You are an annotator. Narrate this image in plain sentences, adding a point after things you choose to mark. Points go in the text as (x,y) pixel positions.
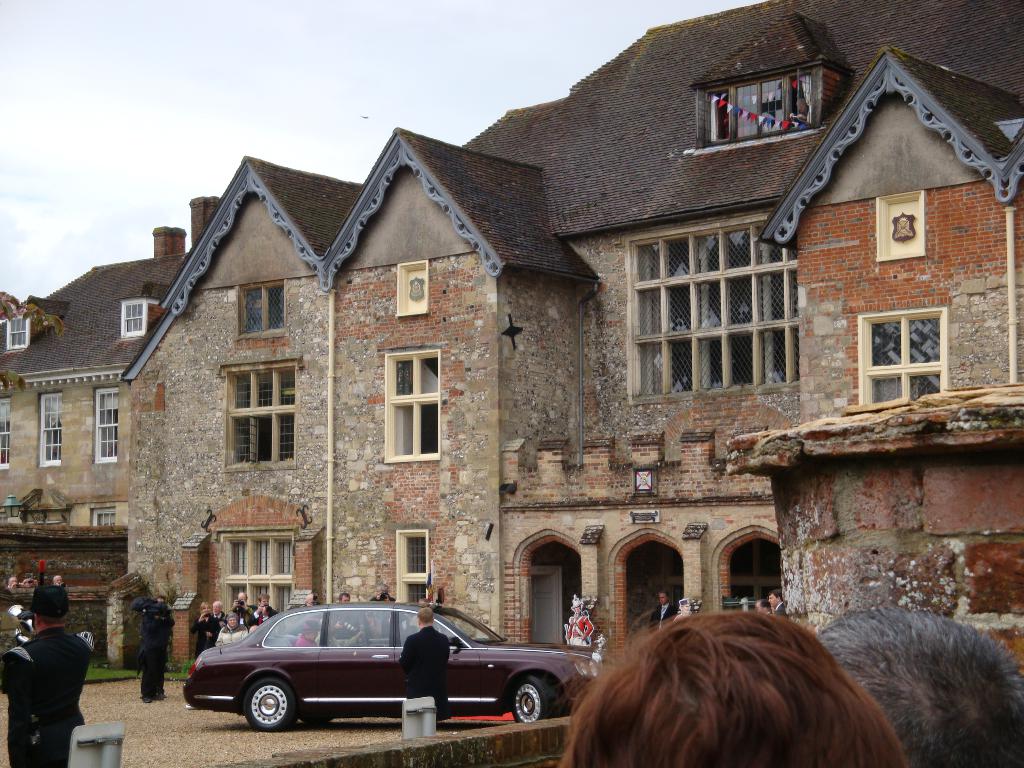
In this image we can see few buildings (323,591) with doors (772,561) and windows (672,247) and there is a car (462,705) and we can see some people (52,669) and at the top (365,39) we can see the sky (365,39).
